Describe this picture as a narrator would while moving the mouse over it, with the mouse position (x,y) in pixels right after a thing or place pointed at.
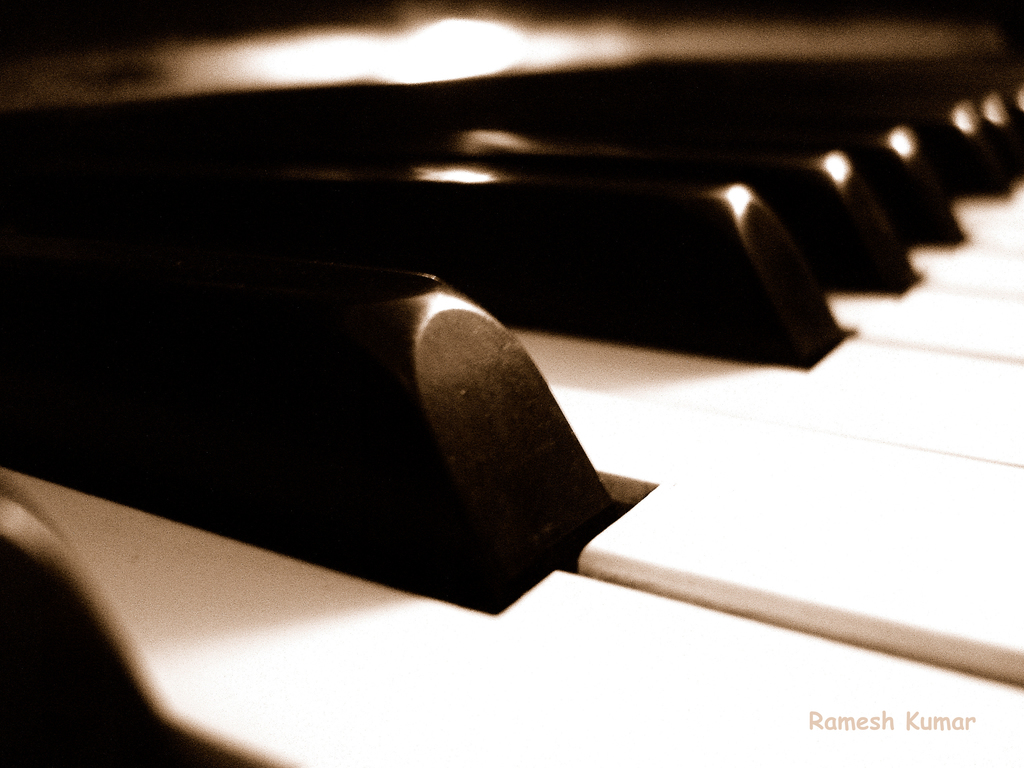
In this image i can see a piano keys (505,389).
